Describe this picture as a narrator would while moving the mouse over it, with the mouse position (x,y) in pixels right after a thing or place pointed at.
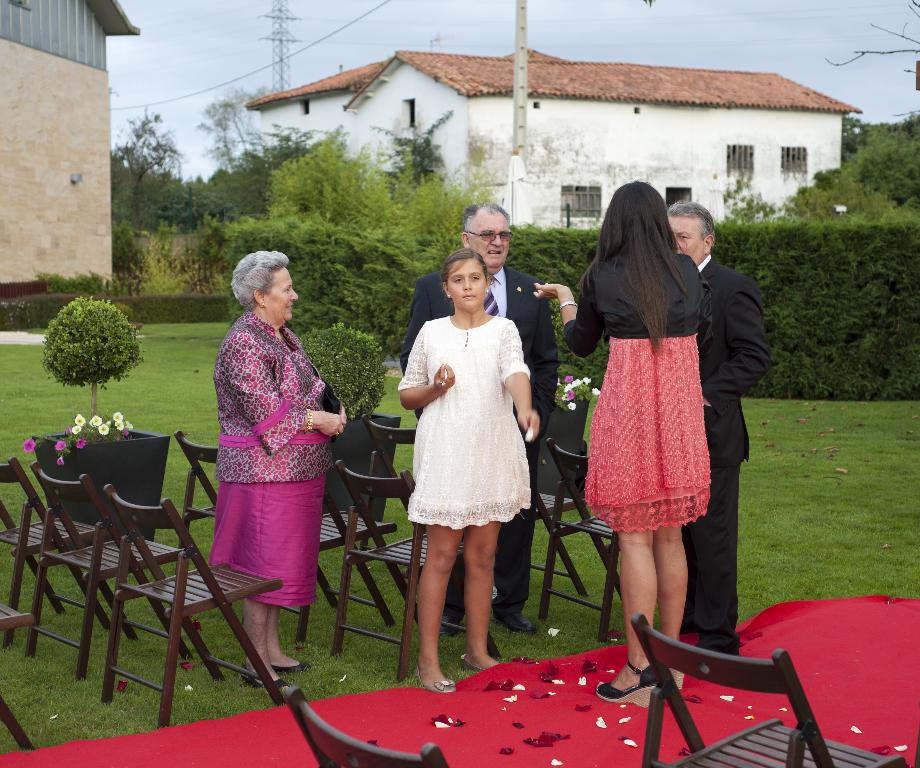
In this picture there are people (478,379) in the center of the image (494,418) and there are houses (39,107) and trees (910,176) at the top side of the image (552,174).
